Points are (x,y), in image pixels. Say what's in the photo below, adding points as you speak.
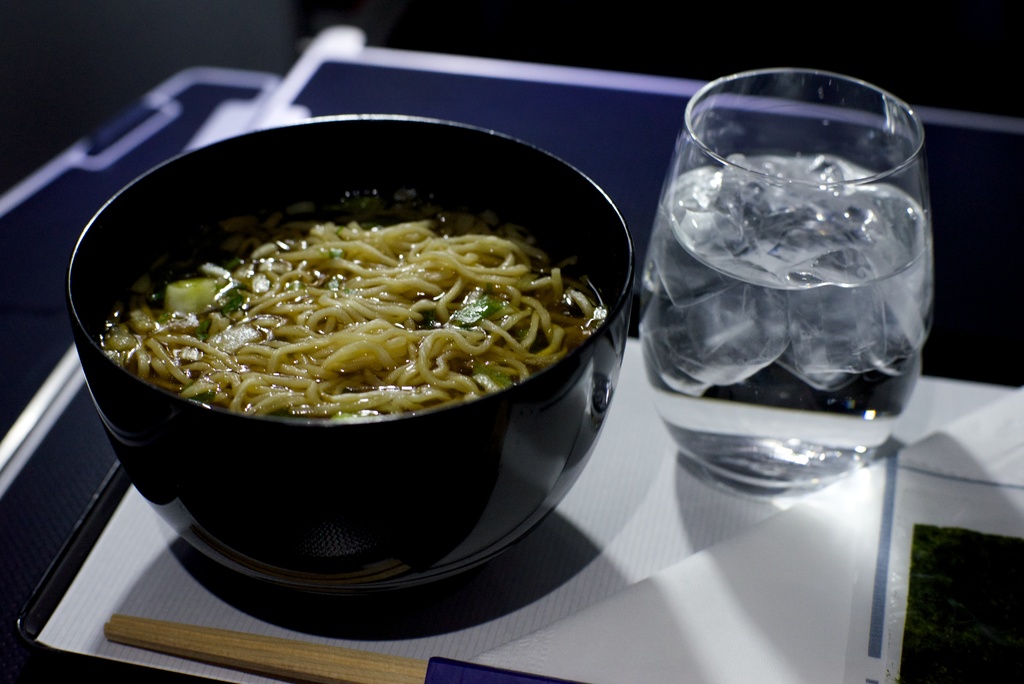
In this image I can see a bowl (468,449) with food (366,302), a glass (874,326) with water (802,360) and a stick (253,644).
